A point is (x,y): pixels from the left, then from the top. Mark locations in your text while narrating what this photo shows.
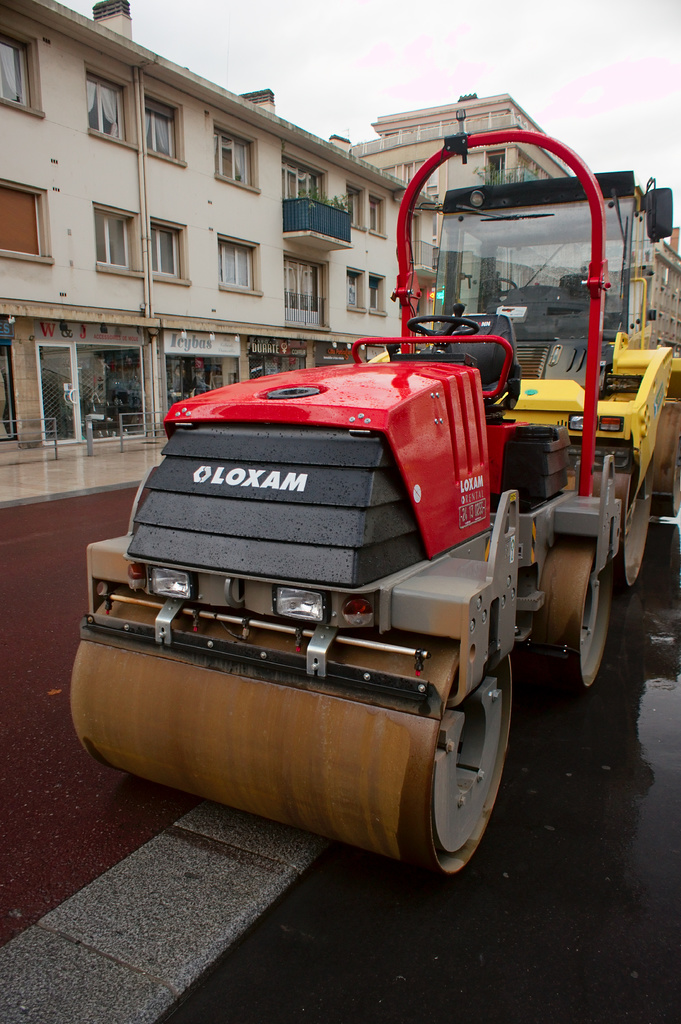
In the center of the image (245,409) there is a road roller (404,746). In the background of the image (120,275) there are buildings (52,250). At the bottom of the image (262,990) there is road (409,945). At the top of the image (447,83) there is sky (446,55).
